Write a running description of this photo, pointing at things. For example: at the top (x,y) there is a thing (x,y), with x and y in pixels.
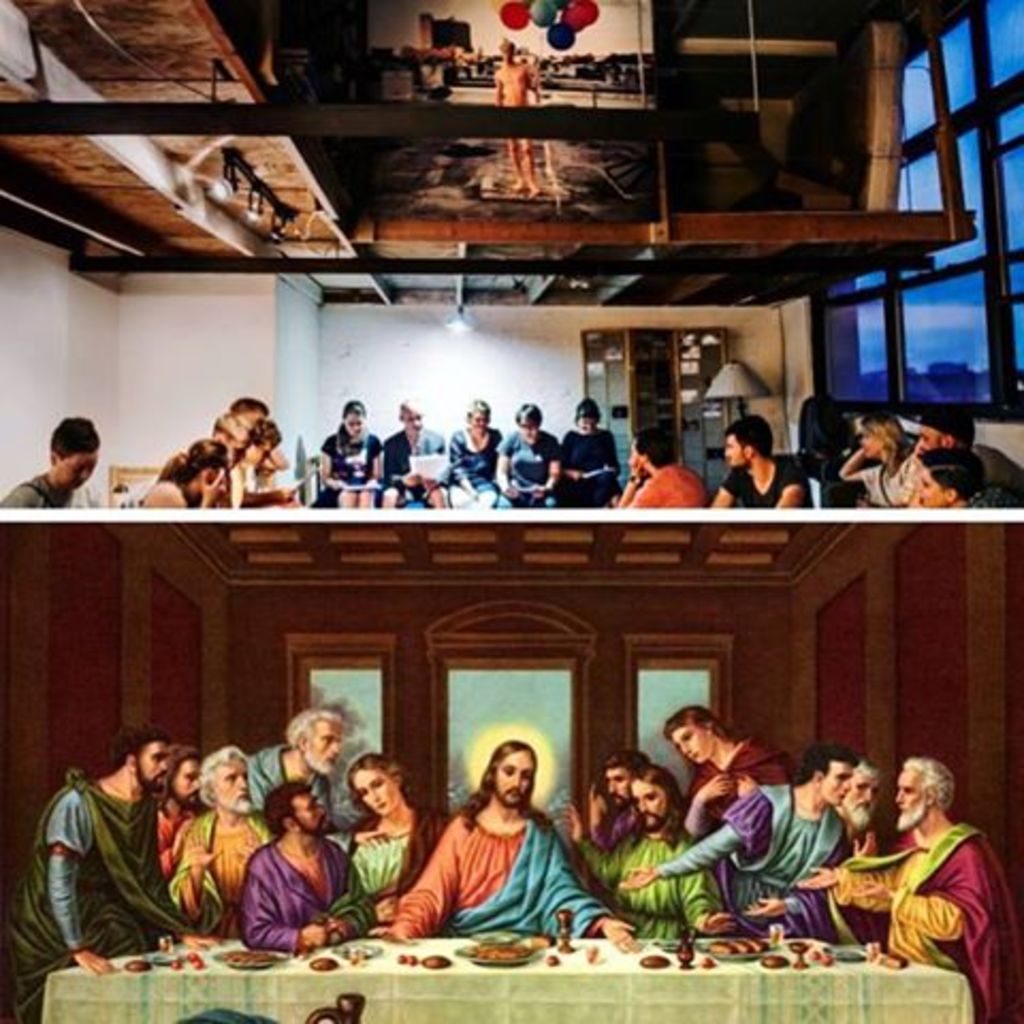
This is a collage image. At the top of the image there are a few people (882,477) sitting and holding papers (433,468) in their hands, above them there is a ceiling (799,276) with some rods (43,66) and there is a photo (478,23) of a person (528,119). On the right side of the image (909,270) there is a glass window (913,308). In the background (413,370) there is a wall (616,319) with the glass door (662,401), beside that there is a lamp (741,384). At the bottom of the image (356,779) there is a painting (485,712) of a few people (299,820), there is a table (933,985) with some food items (714,961) are arranged, in the background (459,645) there is a wall (774,695) and glass Windows (672,690).
